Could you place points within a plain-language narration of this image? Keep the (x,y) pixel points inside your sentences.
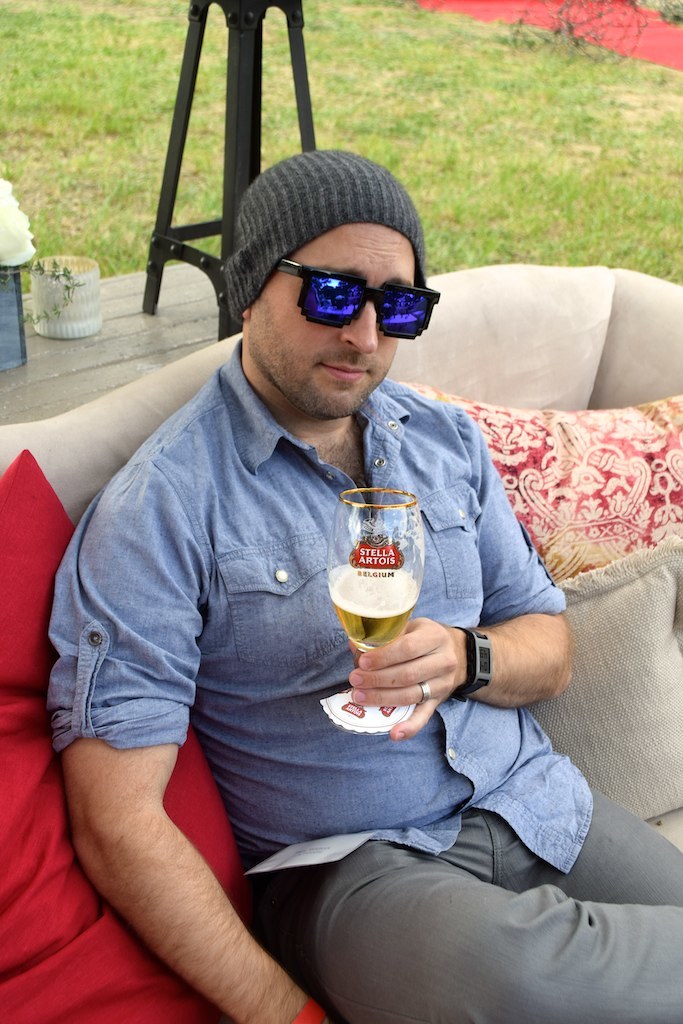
It is a picture taken outdoor when one person (427,529) is sitting on the sofa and wearing blue shirt (381,753) and pant (451,860) and holding a beer glass (351,566) in his hands (425,660) and there are pillows (565,505) on the sofa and behind him there is a bench (112,343) with some plants (66,299) on it and there is a grass (556,117) behind him and he is wearing glasses (336,319) and cap (302,236).
